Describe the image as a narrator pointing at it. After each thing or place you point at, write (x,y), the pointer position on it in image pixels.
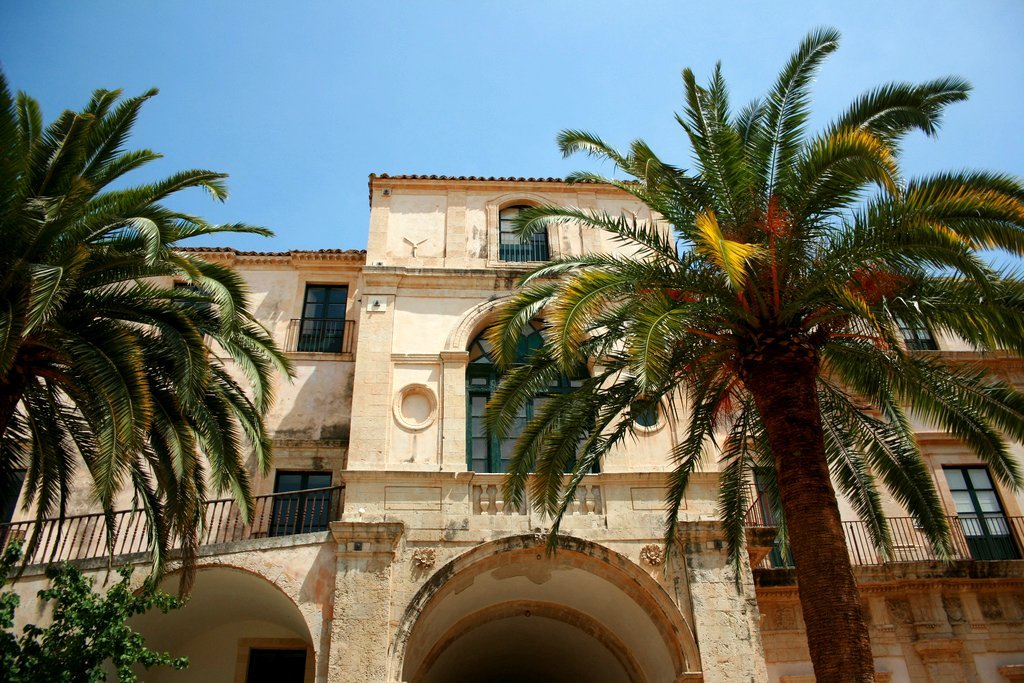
In the picture I can see a building (503,446) which has few glass windows (486,453) on it and there are few trees (799,530) on either sides of it.
